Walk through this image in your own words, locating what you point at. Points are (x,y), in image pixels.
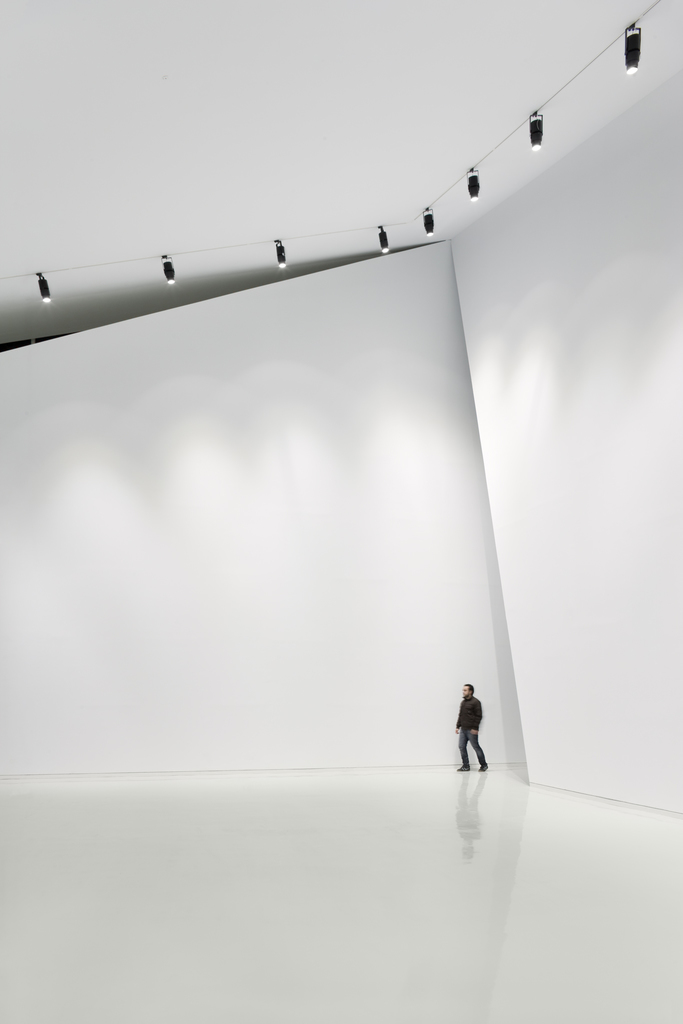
In this picture we can see a wall (545,334) where the person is standing on the floor (433,809) and above the wall (87,347) on the roof (146,84) we can see some lights (48,291) arranged in a row.
